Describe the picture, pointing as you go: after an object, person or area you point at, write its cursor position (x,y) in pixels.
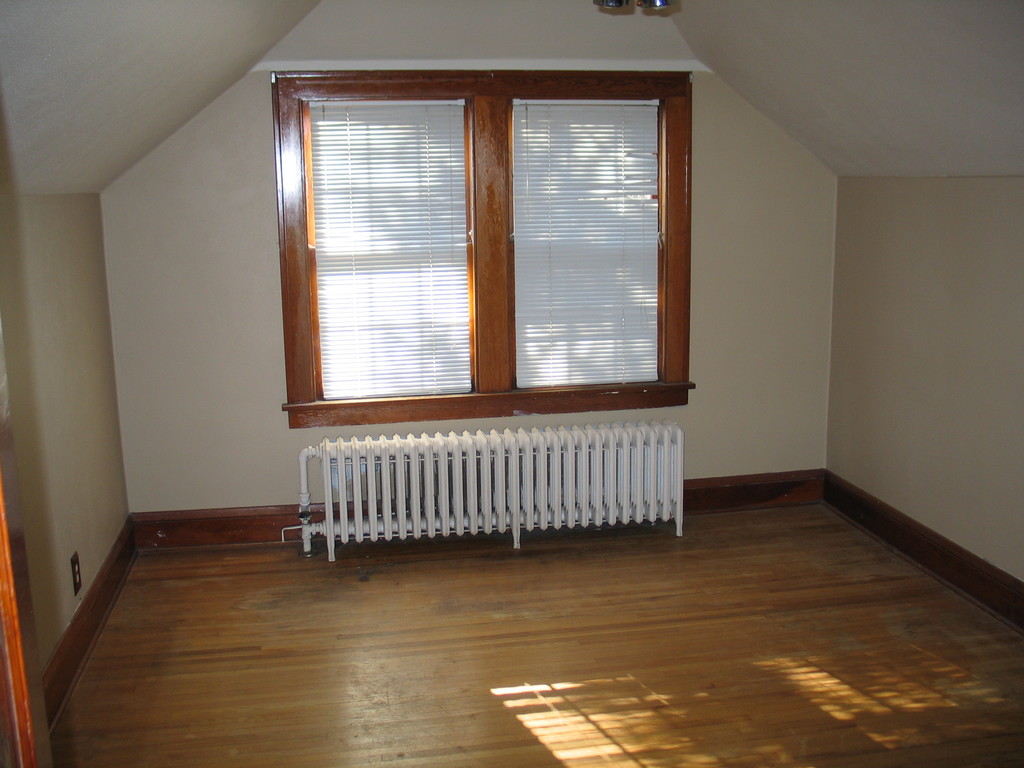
At the bottom of the image (274,679) there is a brown color floor (627,662). In the background (245,423) there is a wall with window (500,370) and curtain (425,294). In front of the window (420,401) on the floor (470,637) there are white pipes (483,474). At the left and right side of the image (938,381) there are walls (887,275).
